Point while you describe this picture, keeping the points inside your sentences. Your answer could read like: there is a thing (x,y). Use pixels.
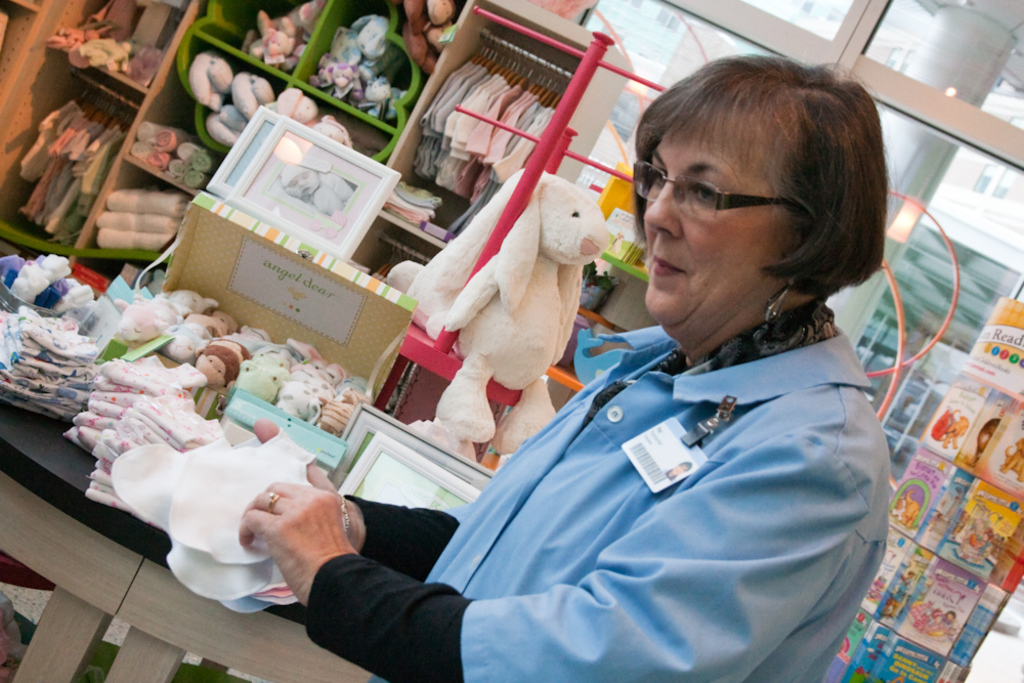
In this image, I can see the woman (596,588) standing and holding the napkins (229,542). This is the table (12,423) with the box (278,403) of tiny toys (259,393), clothes (139,419), frames (360,458) and few other things (342,457) on it. I can see the clothes (483,102) hanging to the hangers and the toys (423,65), which are kept in the racks (297,83). This looks like a glass door (899,84). On the right side of the image (977,471), I think these are the books (941,519).
